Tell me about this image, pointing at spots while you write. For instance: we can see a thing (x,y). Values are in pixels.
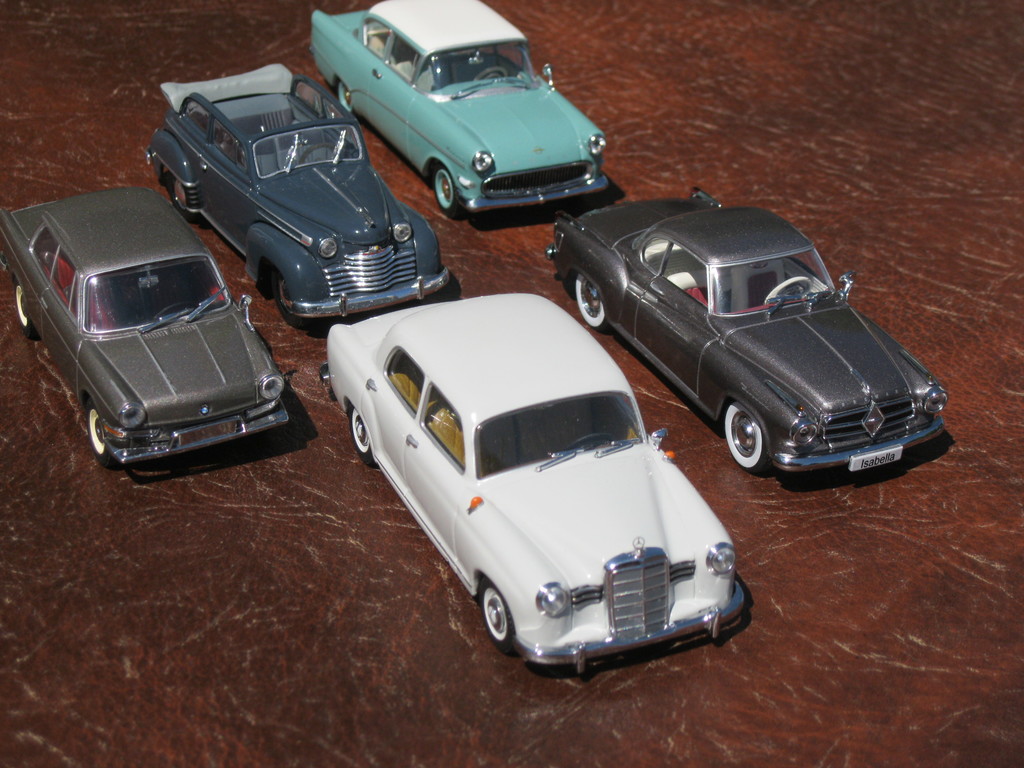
In this image I can see few vehicles (598,455) and the vehicles (641,448) are in white, gray and green color.
